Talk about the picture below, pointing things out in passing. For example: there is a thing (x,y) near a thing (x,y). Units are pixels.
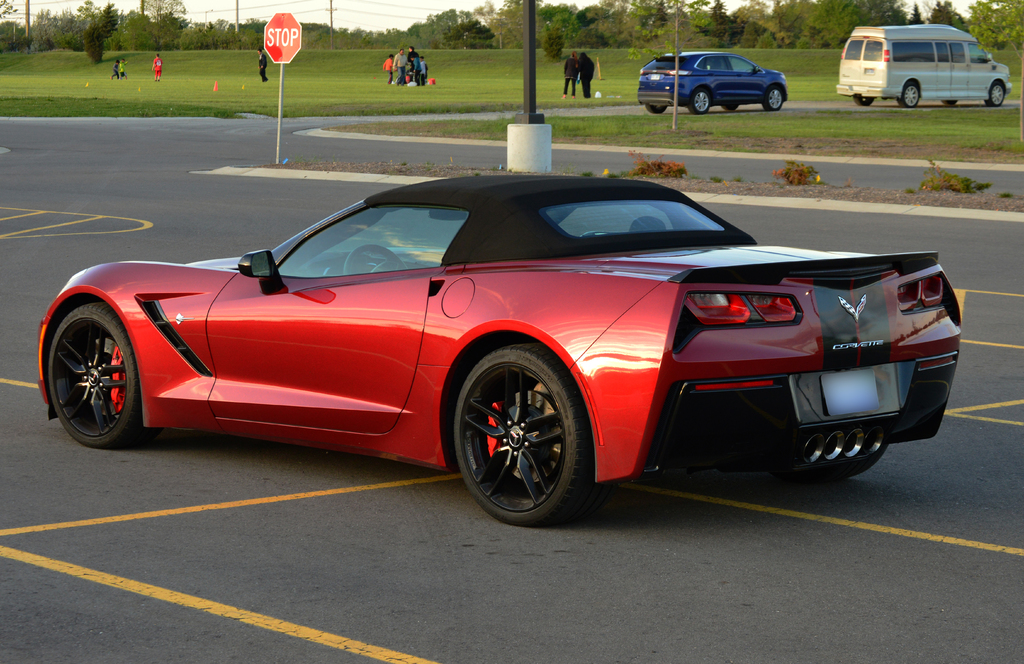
In this image, we can see some vehicles (581,242) on the ground (87,160). We can also see grass (435,95) and a few people (409,61). We can also see trees (1012,16) and poles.
